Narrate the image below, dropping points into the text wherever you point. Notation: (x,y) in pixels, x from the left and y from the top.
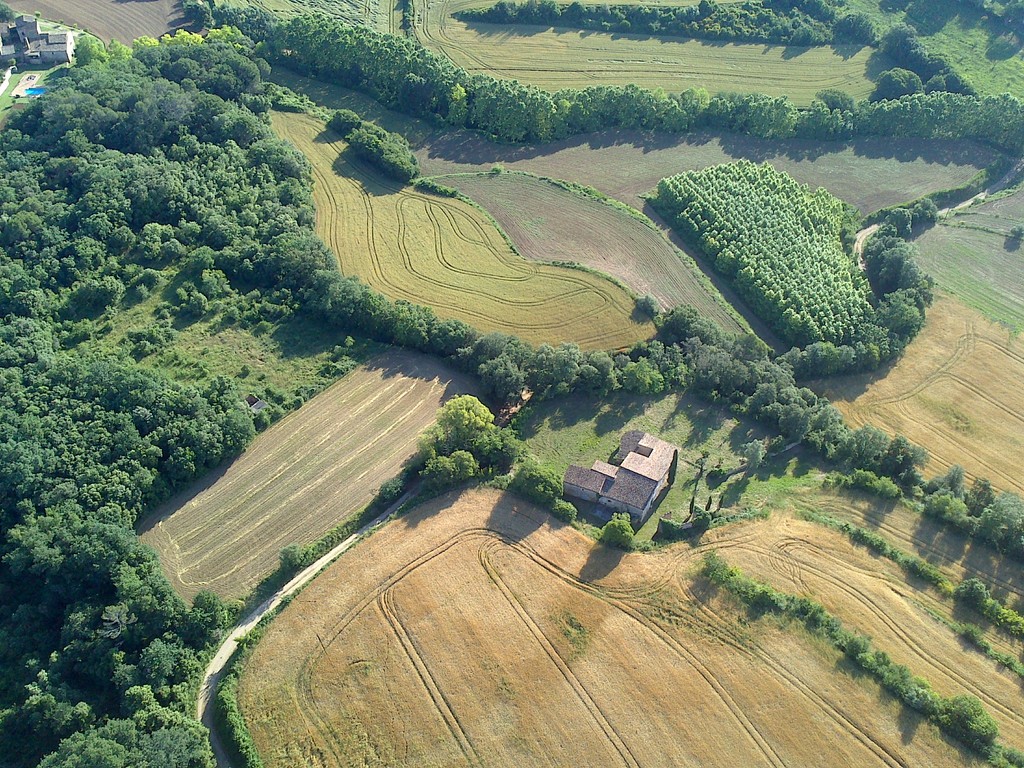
In this picture we can see the grass (795,497) and few sheds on the ground (708,537), here we can see trees (630,367).
